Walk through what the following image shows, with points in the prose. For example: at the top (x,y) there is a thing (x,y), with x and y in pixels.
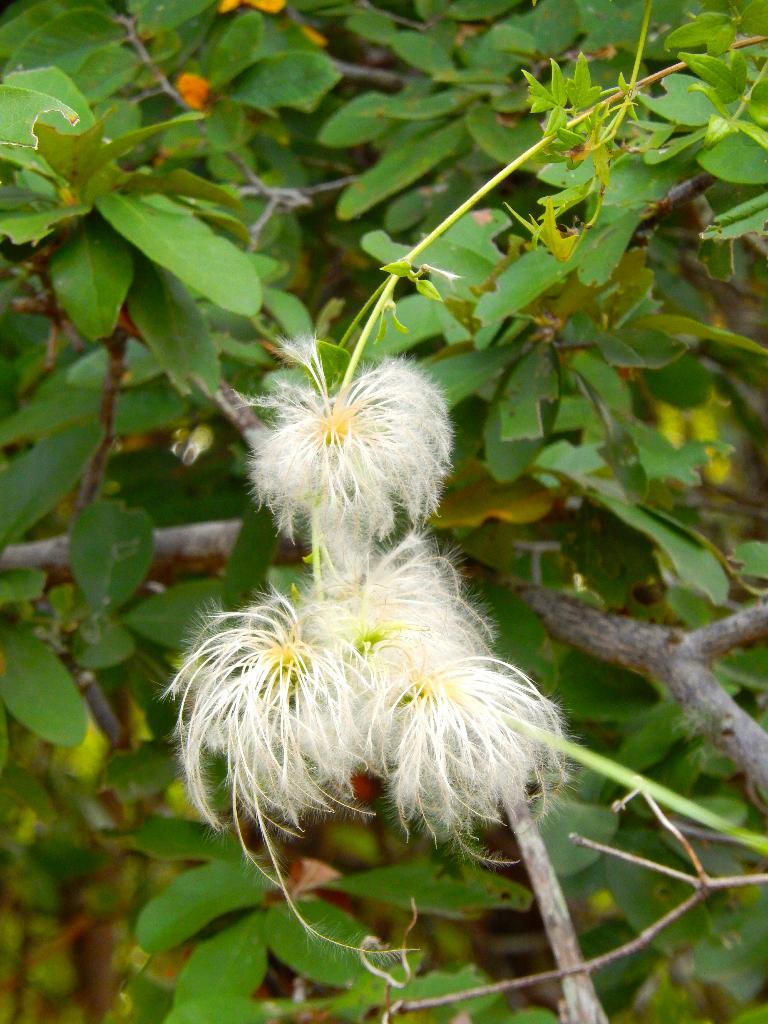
In this image there are flowers (269,482), leaves (228,602) and branches (212,523) of a tree (547,312).
